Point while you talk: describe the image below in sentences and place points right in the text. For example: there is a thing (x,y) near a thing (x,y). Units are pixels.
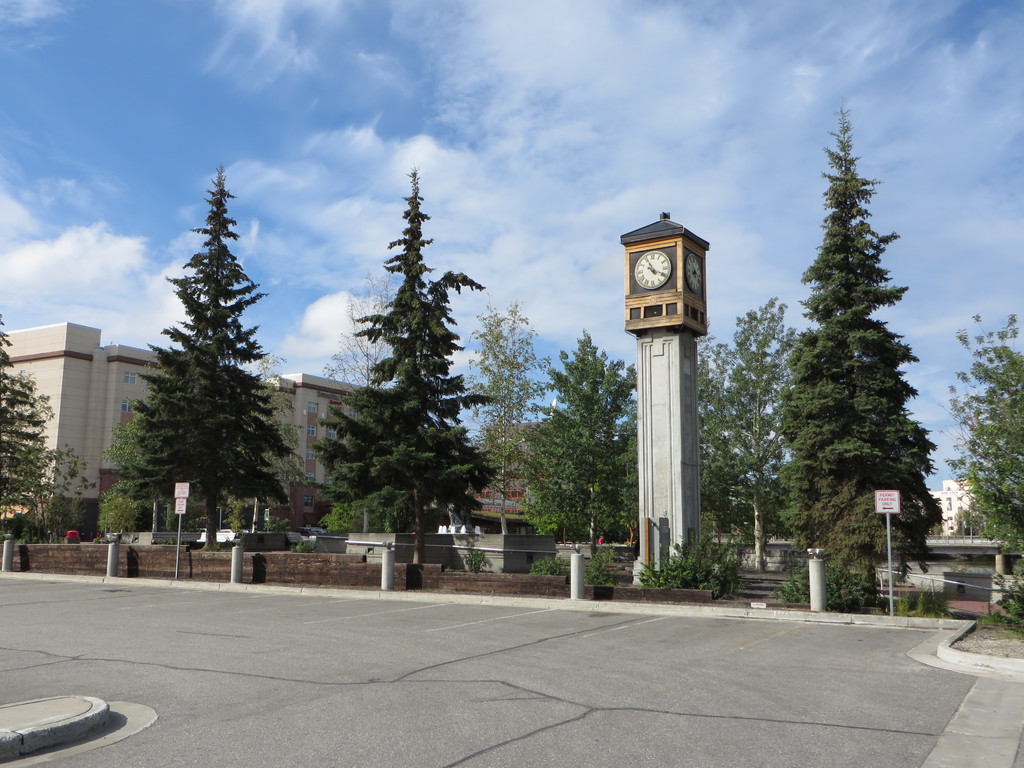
In this picture there are buildings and trees (937,516) and poles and there are clocks (688,276) on the tower (690,255) and there are boards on the poles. At the top (701,30) there is sky (720,68) and there are clouds (695,156). At the bottom (362,674) there is a road (440,604).
